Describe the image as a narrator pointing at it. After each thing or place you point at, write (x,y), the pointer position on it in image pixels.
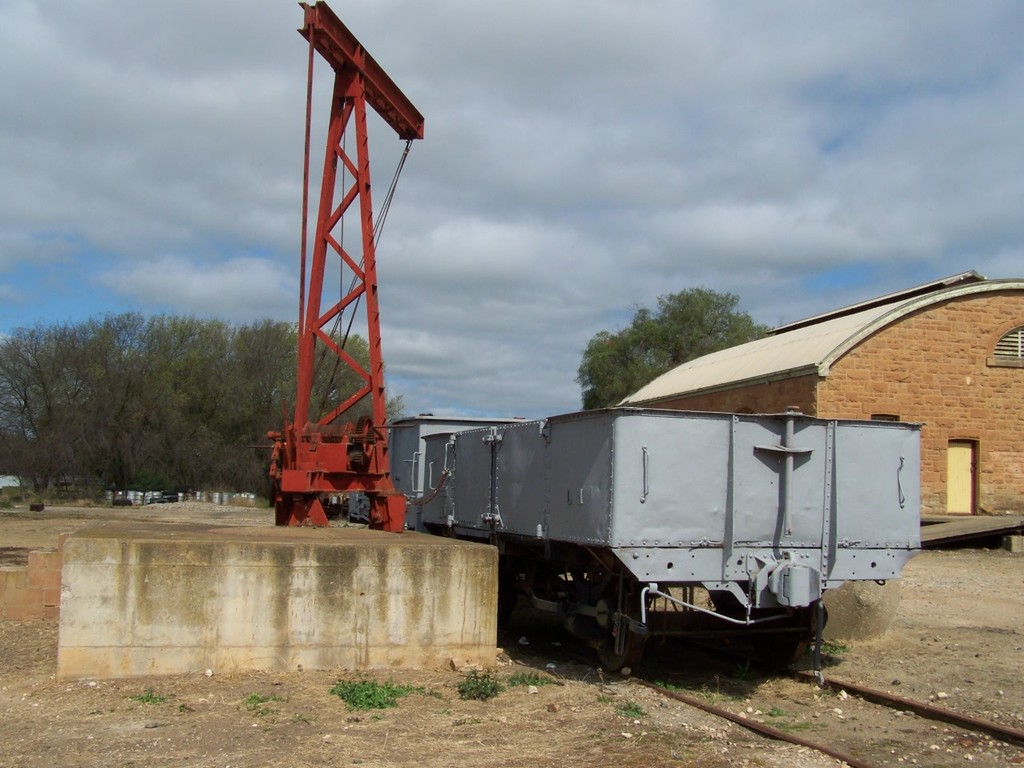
In this image we can see a goods train (758,596) on the track (936,762). We can also see a crane (379,448) and a shed (932,379) with a door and some windows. On the backside (592,138) we can see some cars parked aside, a group of trees (347,387) and the sky (336,295) which looks cloudy.
